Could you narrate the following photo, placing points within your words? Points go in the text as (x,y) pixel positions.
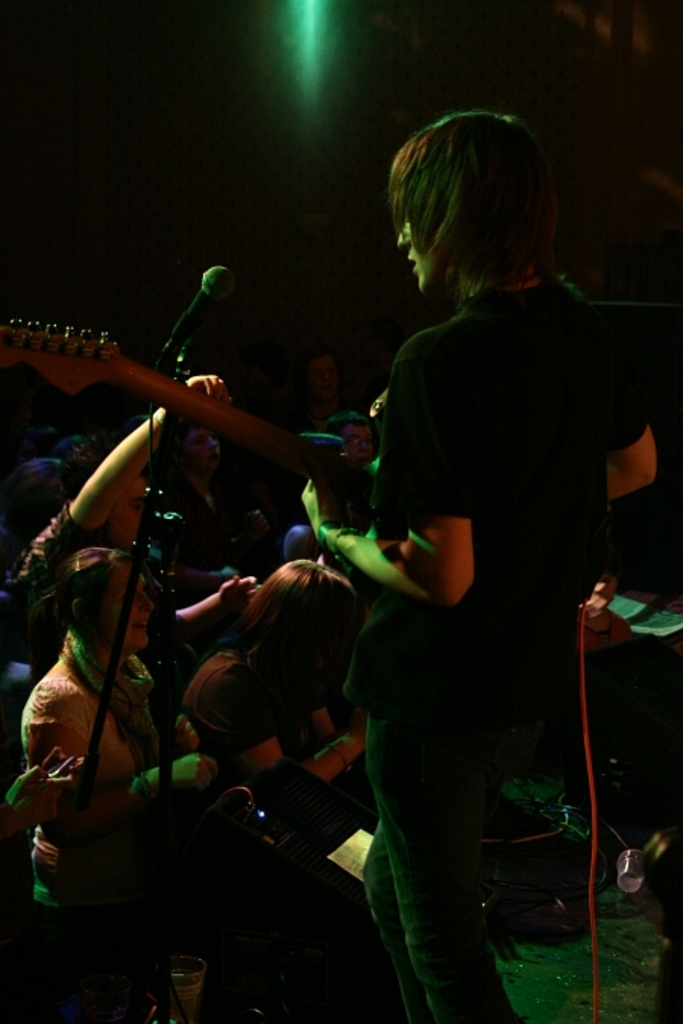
In this image I can see a person (444,509) playing a guitar (294,465) on the stage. In front of this person (447,638) there are few people (121,567) are standing and looking at this person (422,438). On the left side (186,343) there is a mike stand (176,377).
